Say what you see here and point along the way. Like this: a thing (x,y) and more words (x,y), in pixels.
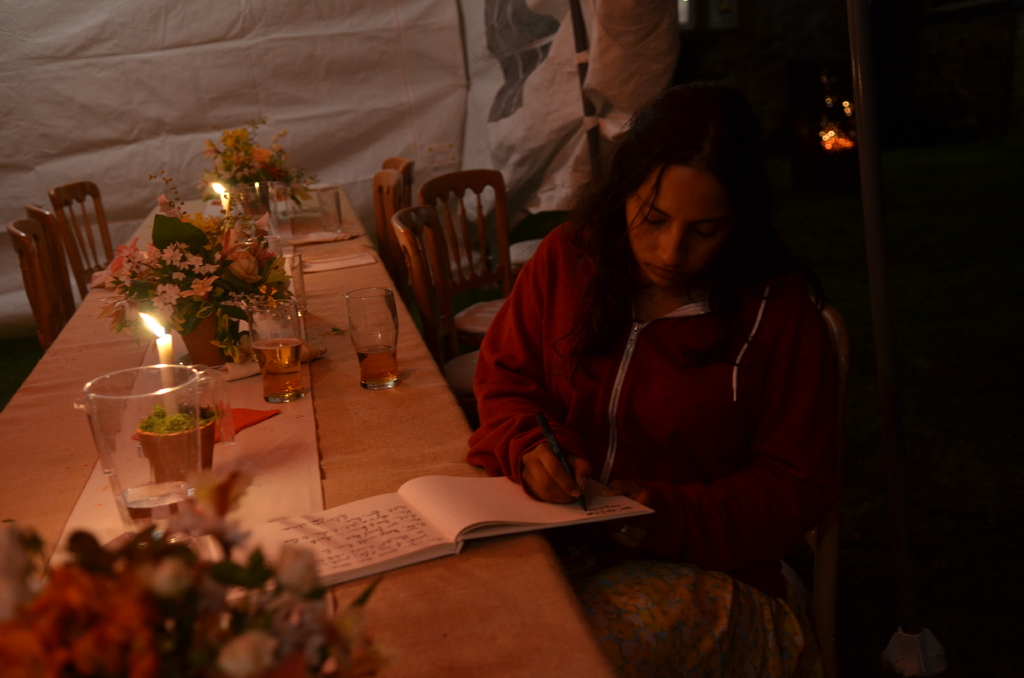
In front of the image there is a person (690,435) sitting on the chair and she is holding the book (502,507) and a pen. Behind her there are a few chairs (56,275). In front of her there is a table (277,438). On top of it there are flower pots (175,316), glasses (212,380), candles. In the background of the image (318,136) there is a banner (395,71). On the right side of the image (866,19) there is a pole (854,60).
